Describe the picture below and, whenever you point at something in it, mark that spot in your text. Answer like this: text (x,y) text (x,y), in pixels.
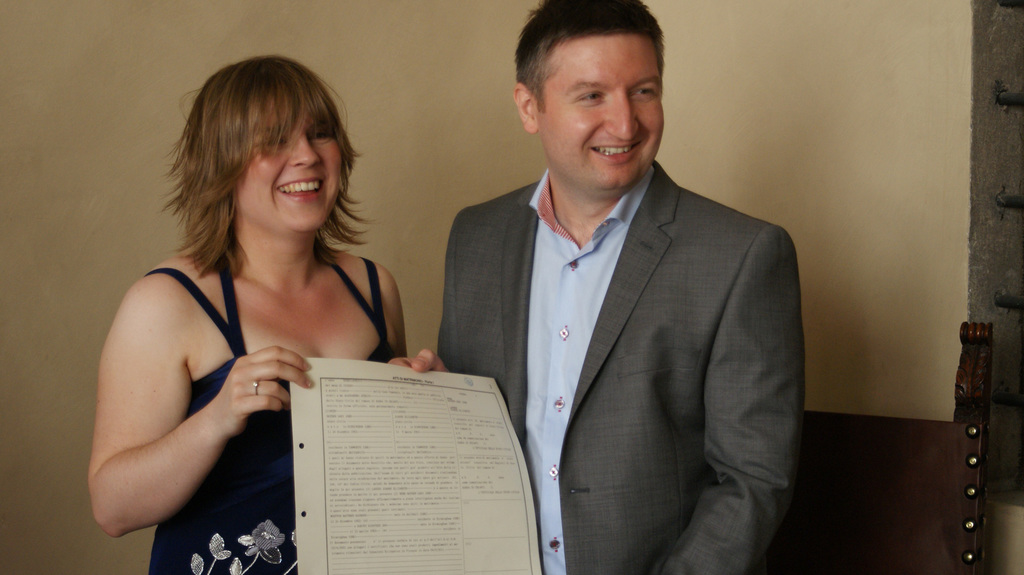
In this picture we can see a woman (200,392) and a man (502,301) holding a paper (433,521) with their hands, smiling and at the back of them we can see a wooden object (967,536) and the wall (840,336).
